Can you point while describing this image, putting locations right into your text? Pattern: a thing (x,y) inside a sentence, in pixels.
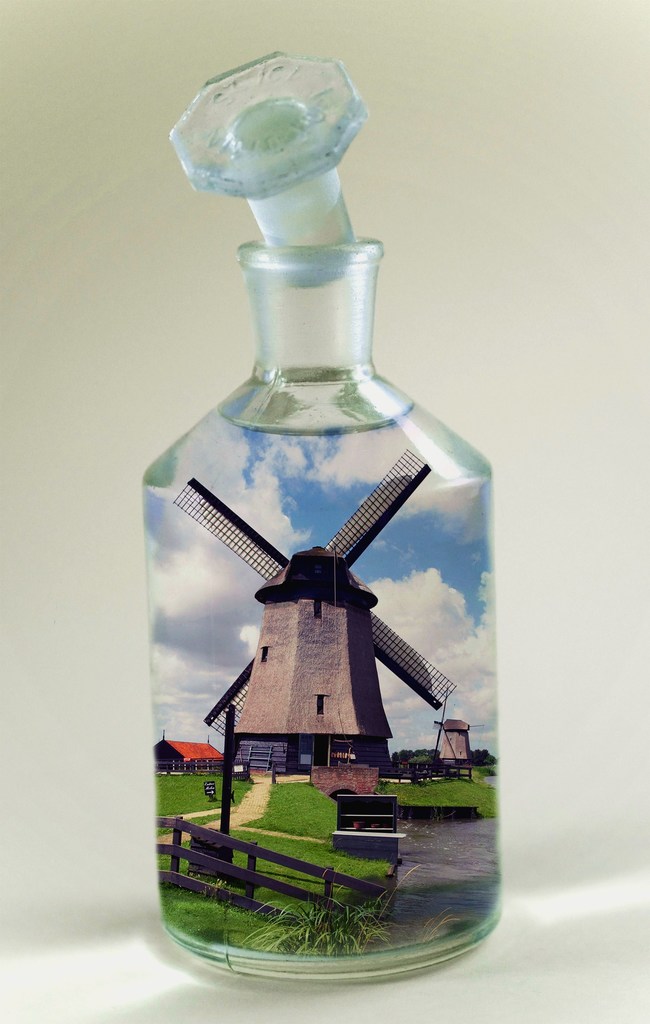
In this image we can see a glass bottle (333,334) in which we can see a windmill (263,716), wooden fence (239,844), house (193,744), clouds (392,709) and sky (419,565). This is the lid (300,229).
